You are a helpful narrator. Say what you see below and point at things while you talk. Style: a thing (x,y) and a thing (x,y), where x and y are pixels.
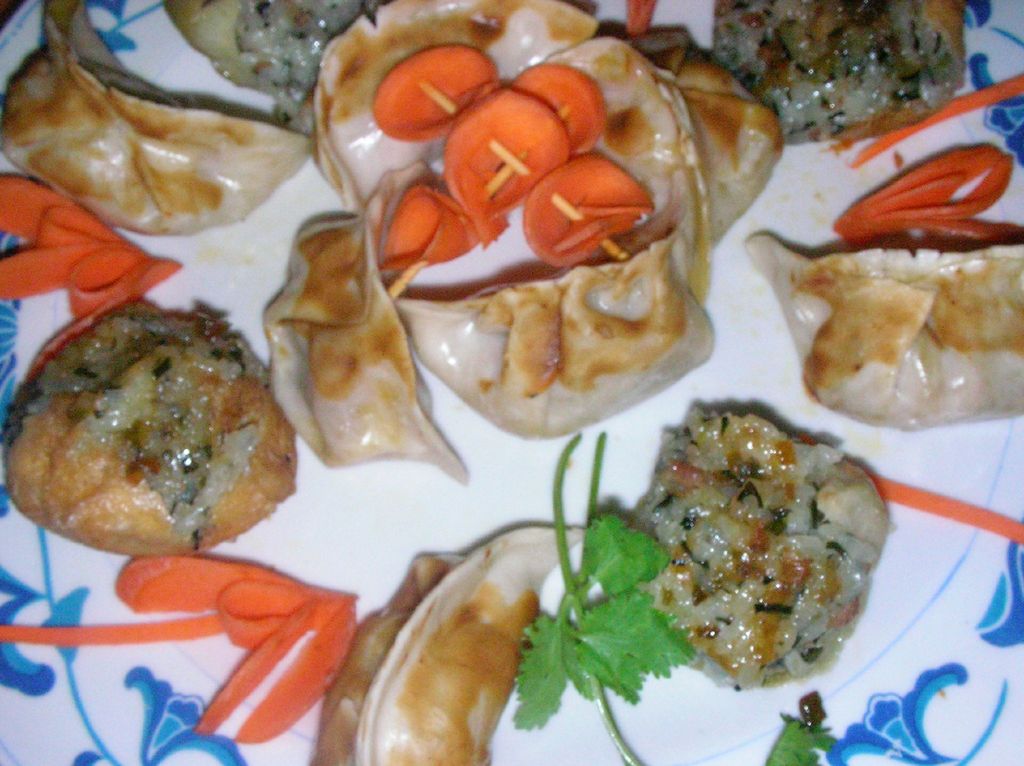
In this there are some food items (324,229) served on the plate (655,709).
